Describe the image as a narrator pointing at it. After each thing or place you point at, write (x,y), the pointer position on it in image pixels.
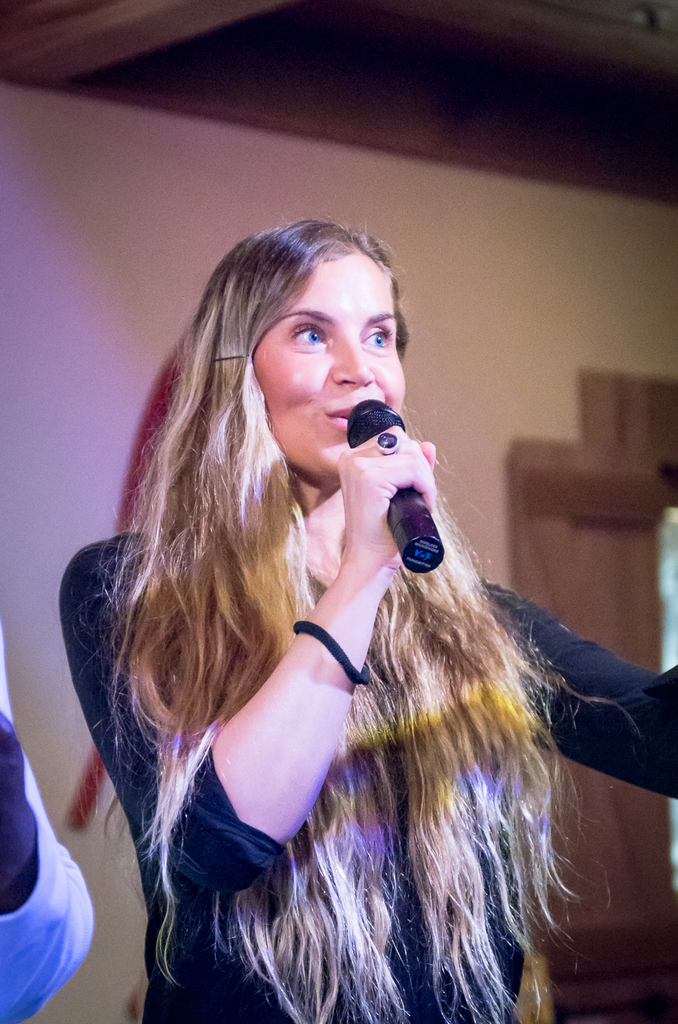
This picture is mainly highlighted with a woman (422,855) holding a mike (380,406) in her hand (384,469) and talking. Her hair (185,683) color is light brown in color. She wore a black band (335,655) to her hand (339,614). On the background (600,329) we can see a wall (478,249).
